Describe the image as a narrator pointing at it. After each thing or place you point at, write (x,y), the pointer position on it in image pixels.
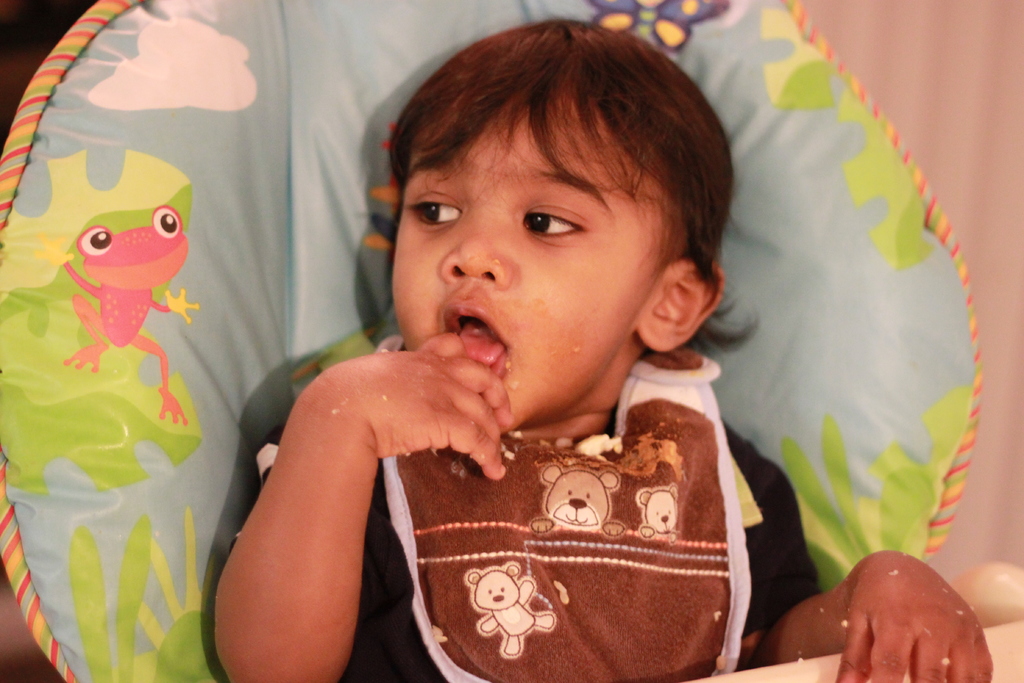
In the picture I can see a girl (628,394) is wearing clothes (565,561). In the background (357,165) I can see an object (732,316) which has some cartoon images (177,405) on it.
